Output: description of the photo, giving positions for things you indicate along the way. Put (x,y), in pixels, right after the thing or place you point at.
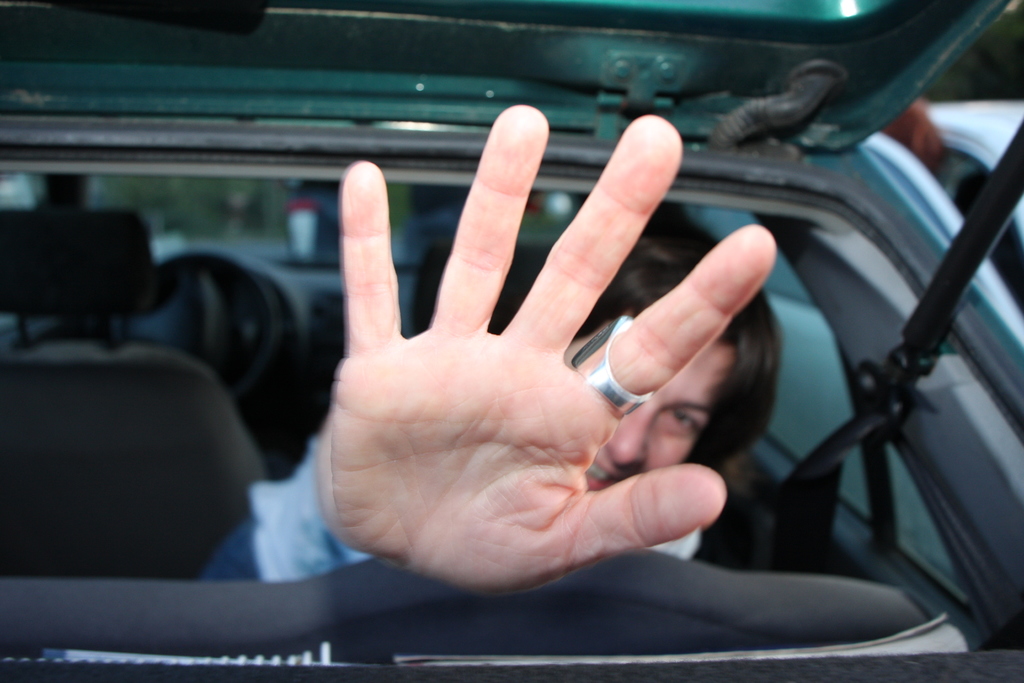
In the image there is a hand (529,441) of a person (585,457) is visible and the person (420,430) is sitting in a car (197,343) by putting his hand (345,277) outside, the background of the person (458,418) is blur.
